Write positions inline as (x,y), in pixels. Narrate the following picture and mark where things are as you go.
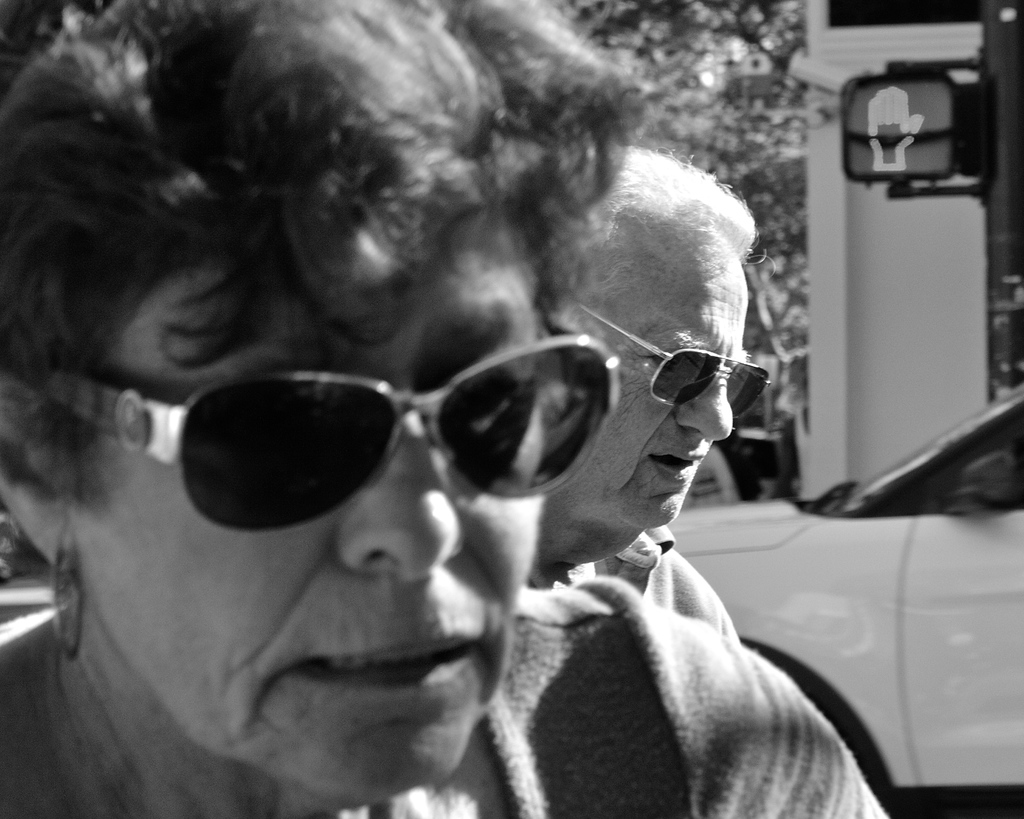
In this picture we can see two people (143,732) wore goggles (487,385) and in the background (1018,420) we can see a car (795,620), traffic signal (915,116), trees (743,144) and some objects (831,459).
